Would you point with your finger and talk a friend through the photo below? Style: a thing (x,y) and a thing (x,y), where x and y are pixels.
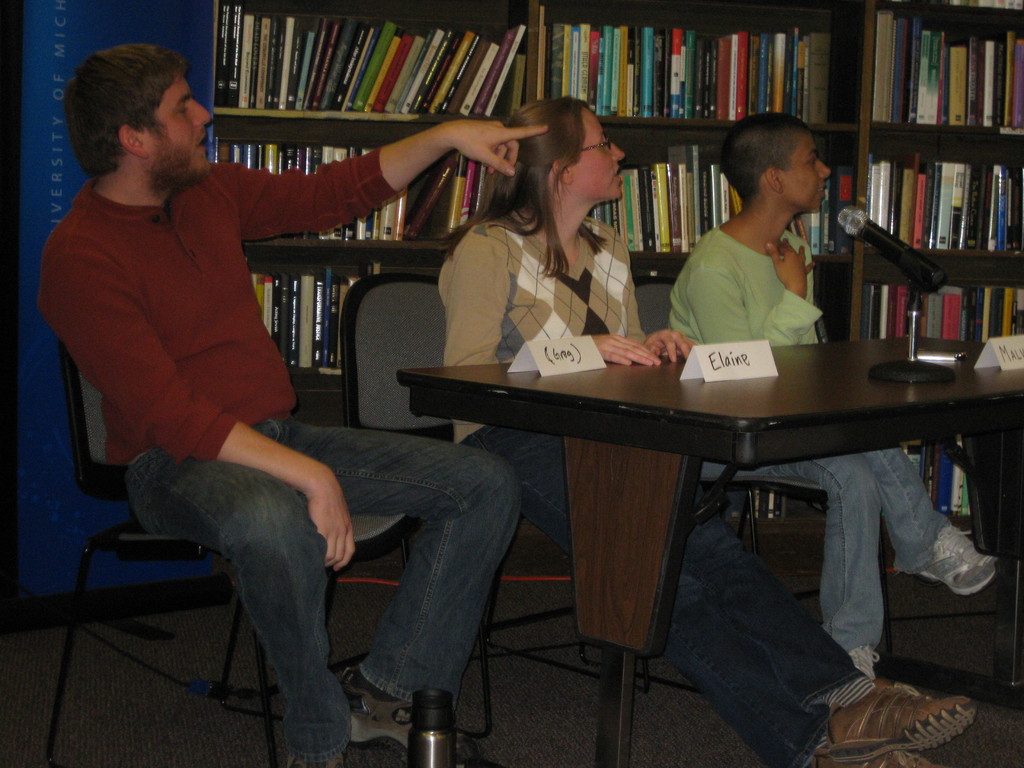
There are three persons (482,253) sitting on chairs (365,417). In front of them there is a table (779,359) with mic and name boards (701,351). In the back (589,84) there are cupboards (840,83) with books (599,50). Also there is a wall (132,19).
